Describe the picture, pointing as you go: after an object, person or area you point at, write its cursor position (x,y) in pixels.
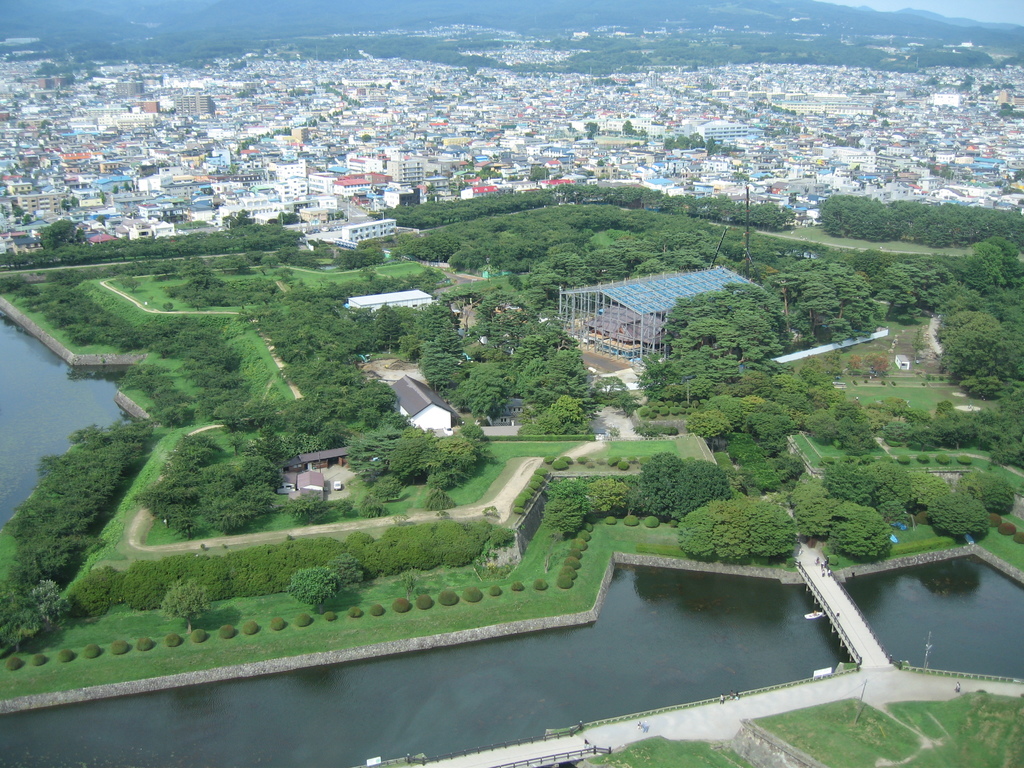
In this picture we can see grass (523,602), trees (691,326), plants (393,534), sheds (616,291), water (709,645) and a bridge (860,638) in the front (876,614), in the background (877,174) there are some buildings (683,174) and trees (886,44), we can see the sky (1023,9) at the right top of the picture (960,11).
